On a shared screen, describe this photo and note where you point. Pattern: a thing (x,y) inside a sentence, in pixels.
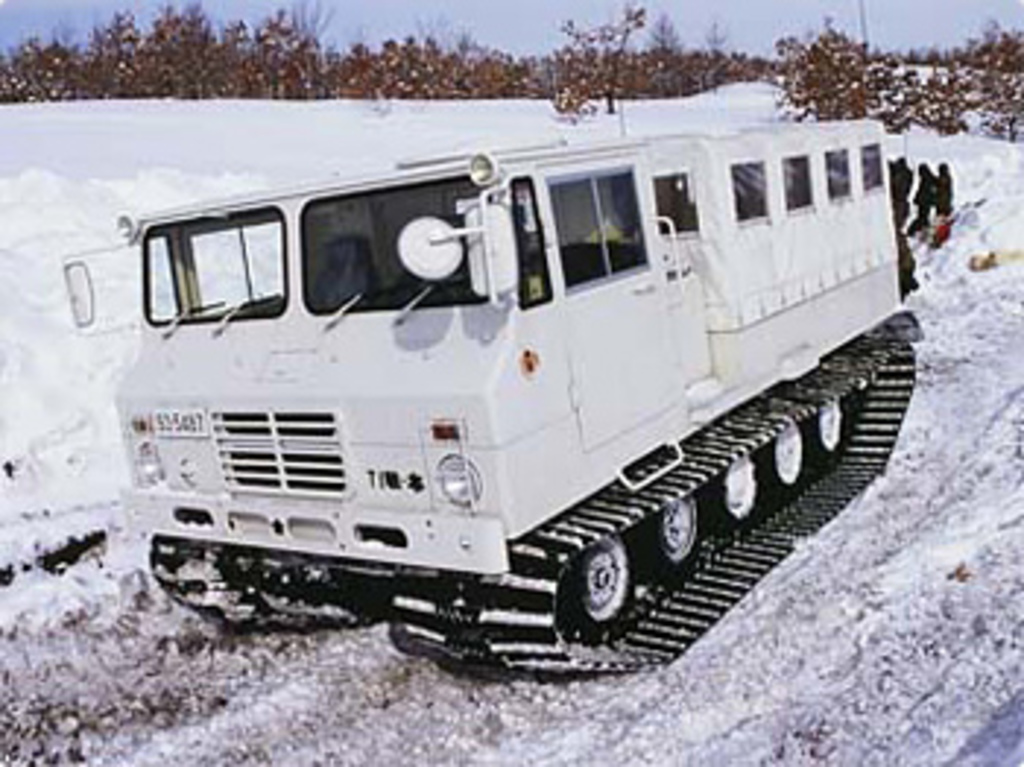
This is an artillery tractor (528,551), which is on the snow (132,565). There are few people (903,290) standing. These are the trees (564,78).
